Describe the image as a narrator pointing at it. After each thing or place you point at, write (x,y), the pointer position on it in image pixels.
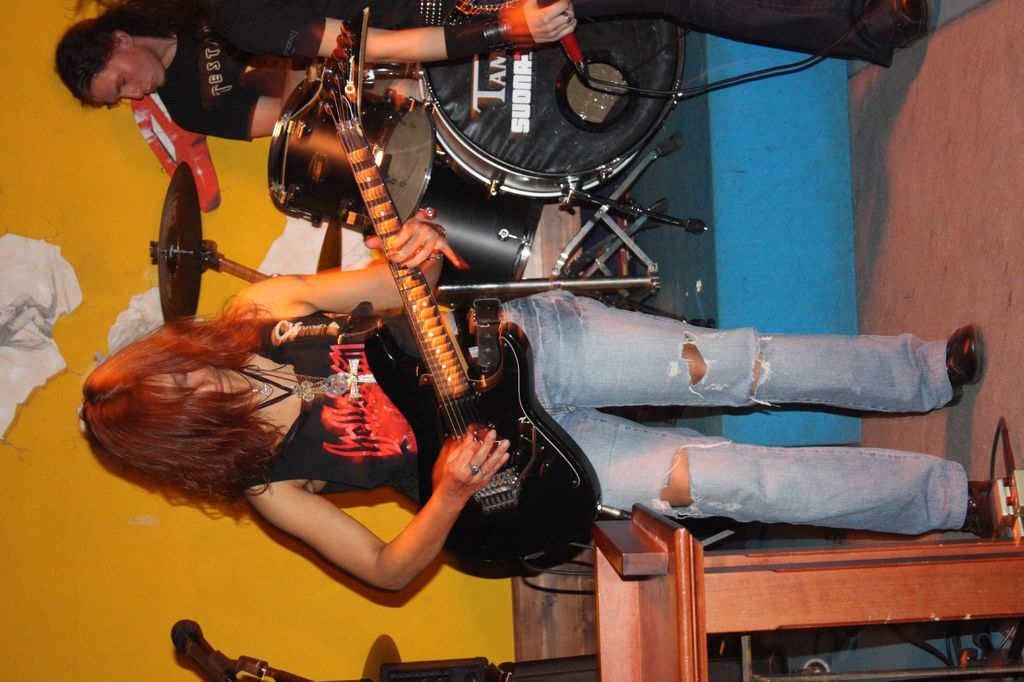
In this image I see a woman (675,467) who is holding the guitar (402,249) and I see a person (110,43) who is holding a mic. In the background (163,69) I see the wall (12,62) and a person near the drums (568,81).
